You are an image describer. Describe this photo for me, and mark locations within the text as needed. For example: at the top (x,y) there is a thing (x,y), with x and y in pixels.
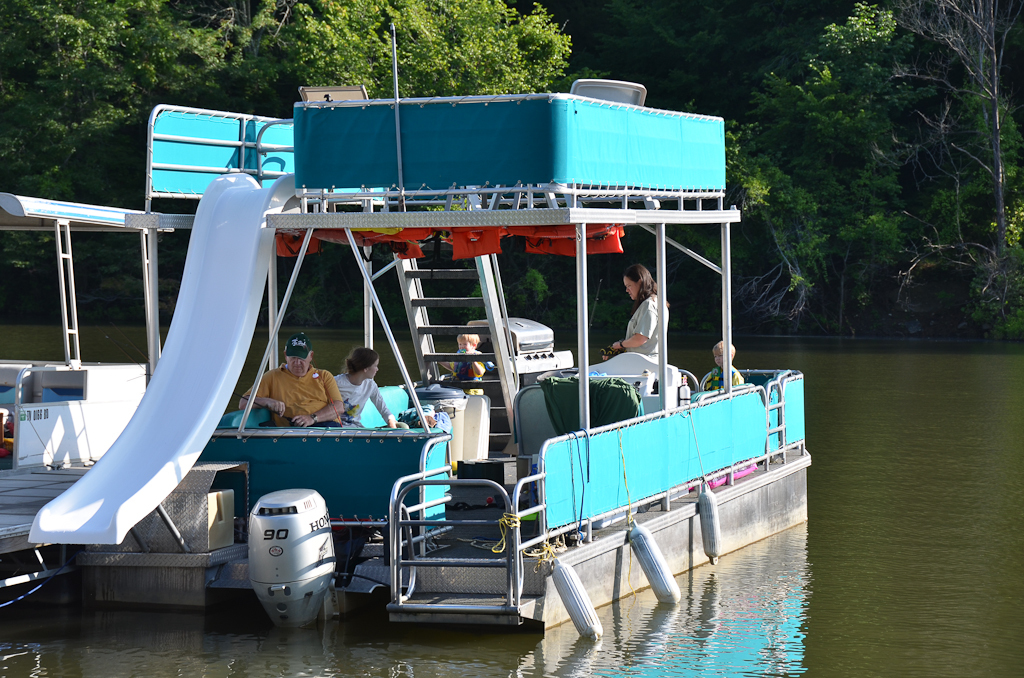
In this image there is a boat (523,477) in the water (864,612). In the boat (434,451) there are four persons (459,366) sitting in it. At the bottom (271,537) there is a motor (269,544) in the water (240,643). In the background (503,39) there are trees (682,99).
